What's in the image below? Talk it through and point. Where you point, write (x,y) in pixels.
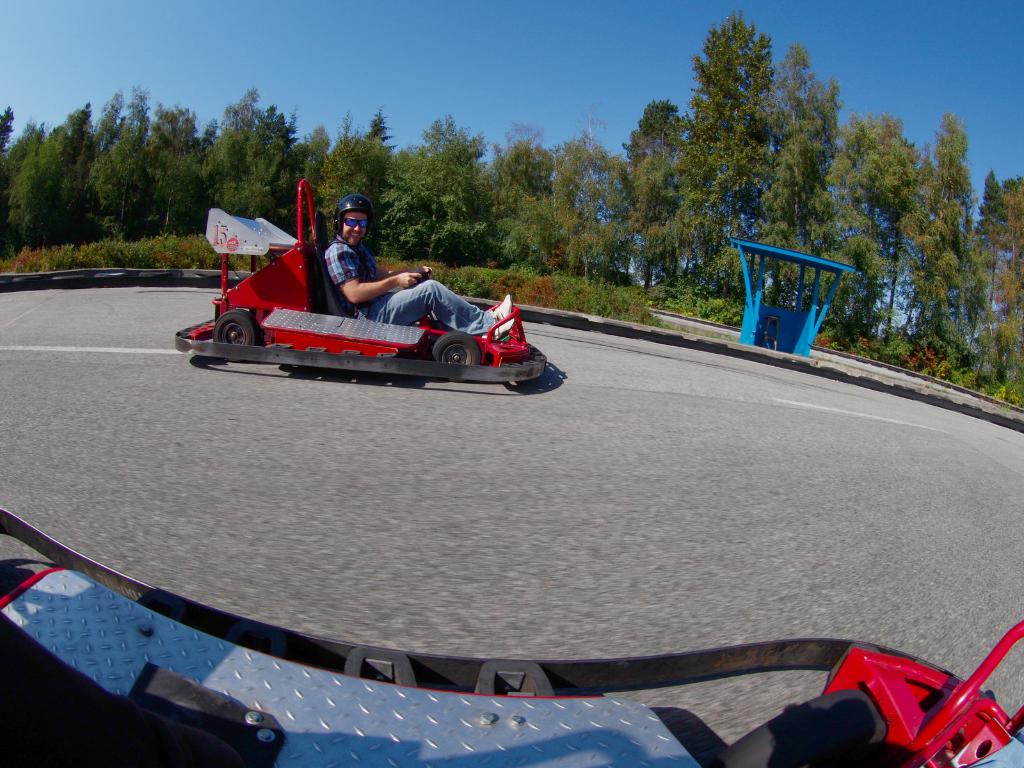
In this image we can see a person (505,331) driving a vehicle (459,352), there are trees (335,192), plants (712,291), there is a shed (757,327), also we can see the sky (653,62).
